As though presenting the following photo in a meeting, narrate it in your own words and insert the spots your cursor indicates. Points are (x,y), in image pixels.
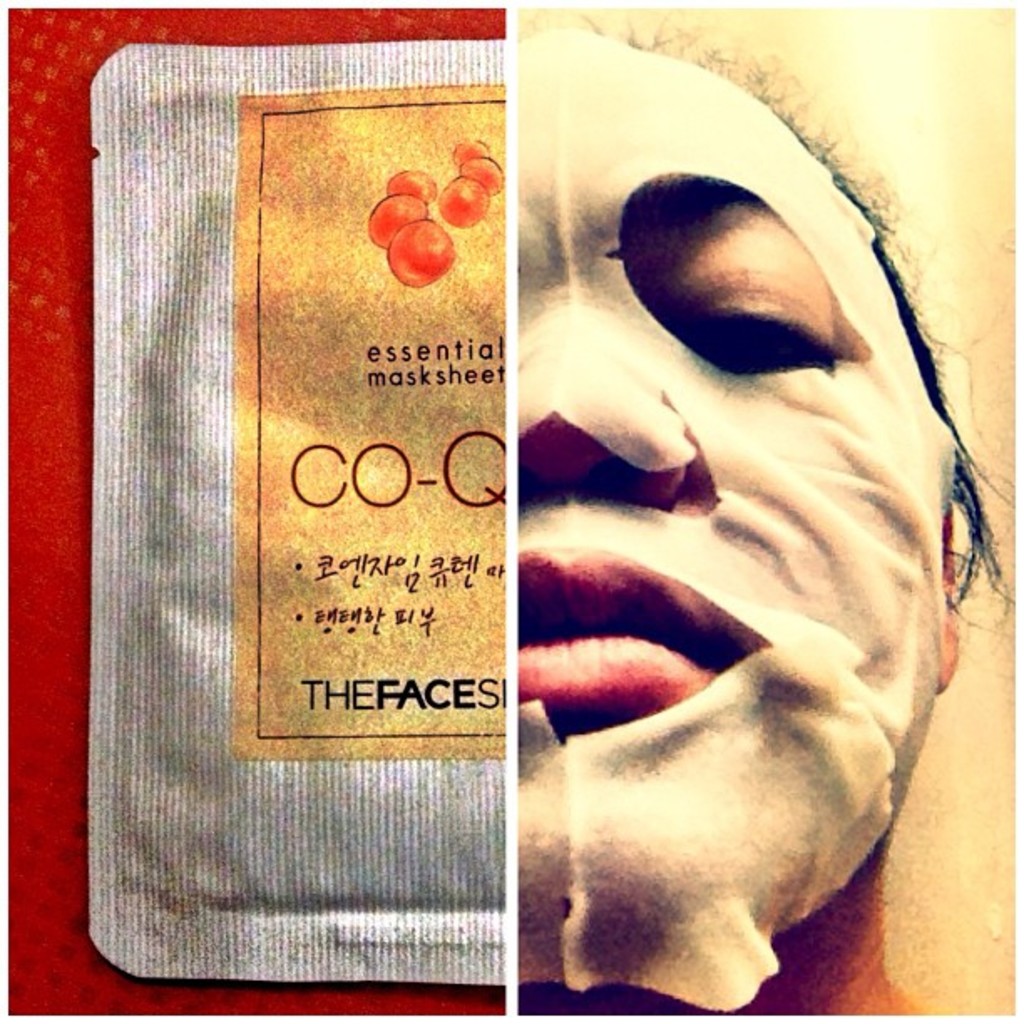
This is an image with collage. On the left side (282,655) we can see a pouch (99,386) with some text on it. On the right side (736,843) we can see the face (728,869) of a person (728,884) with a mask (712,809).
